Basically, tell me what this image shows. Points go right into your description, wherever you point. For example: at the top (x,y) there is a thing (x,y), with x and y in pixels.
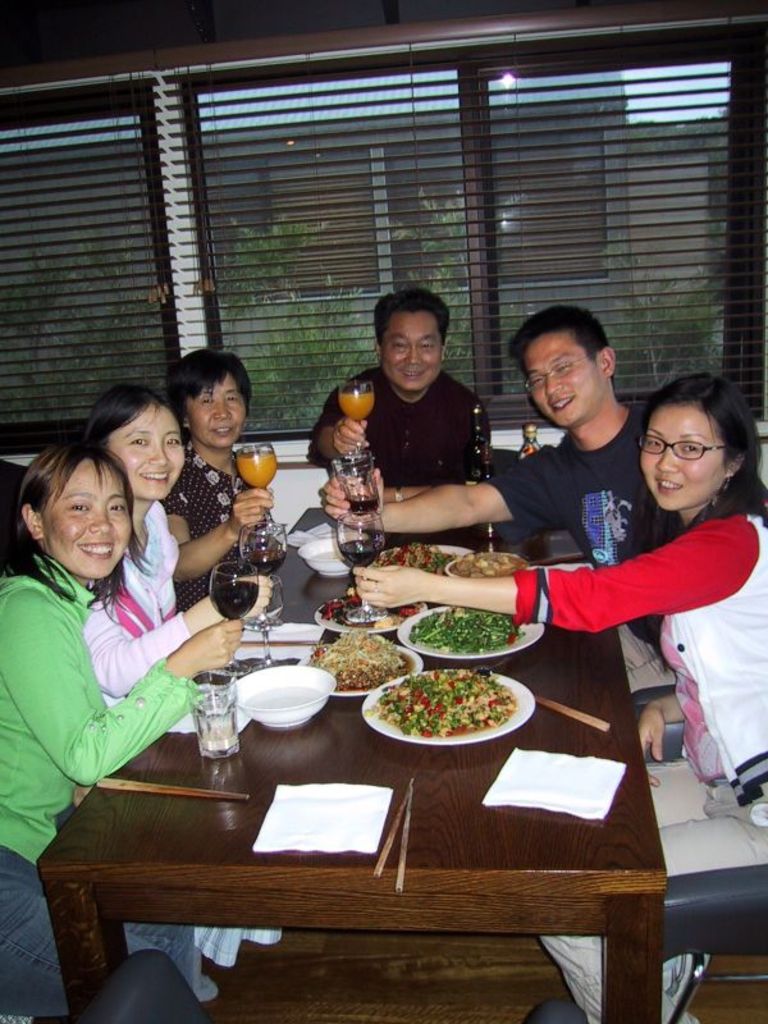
on a table (384,833) there are food (460,715), plates (423,690), bowl (296,690), glasses (225,704), chopsticks (166,791). people (20,830) are sitting on the table (301,899) surrounded by the chairs (725,912), holding a glass (373,525) of drink (357,542) in their hand (342,487). behind them there is a window (397,232). outside the buildings (659,312) there are trees (304,381).
